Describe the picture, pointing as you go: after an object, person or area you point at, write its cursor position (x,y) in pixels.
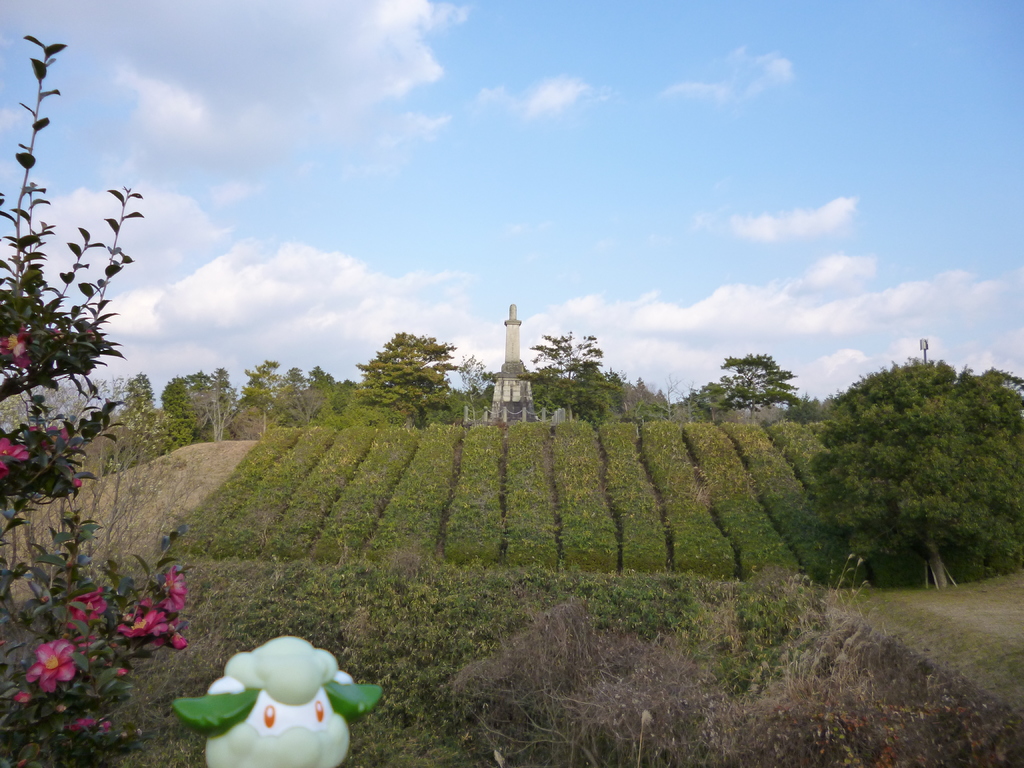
In this image we can see a tower (516,353), barrier poles (504,415), trees (288,400), garden maze (615,482), plants (114,648), flowers (90,643) and sky (695,229) with clouds (123,237).
